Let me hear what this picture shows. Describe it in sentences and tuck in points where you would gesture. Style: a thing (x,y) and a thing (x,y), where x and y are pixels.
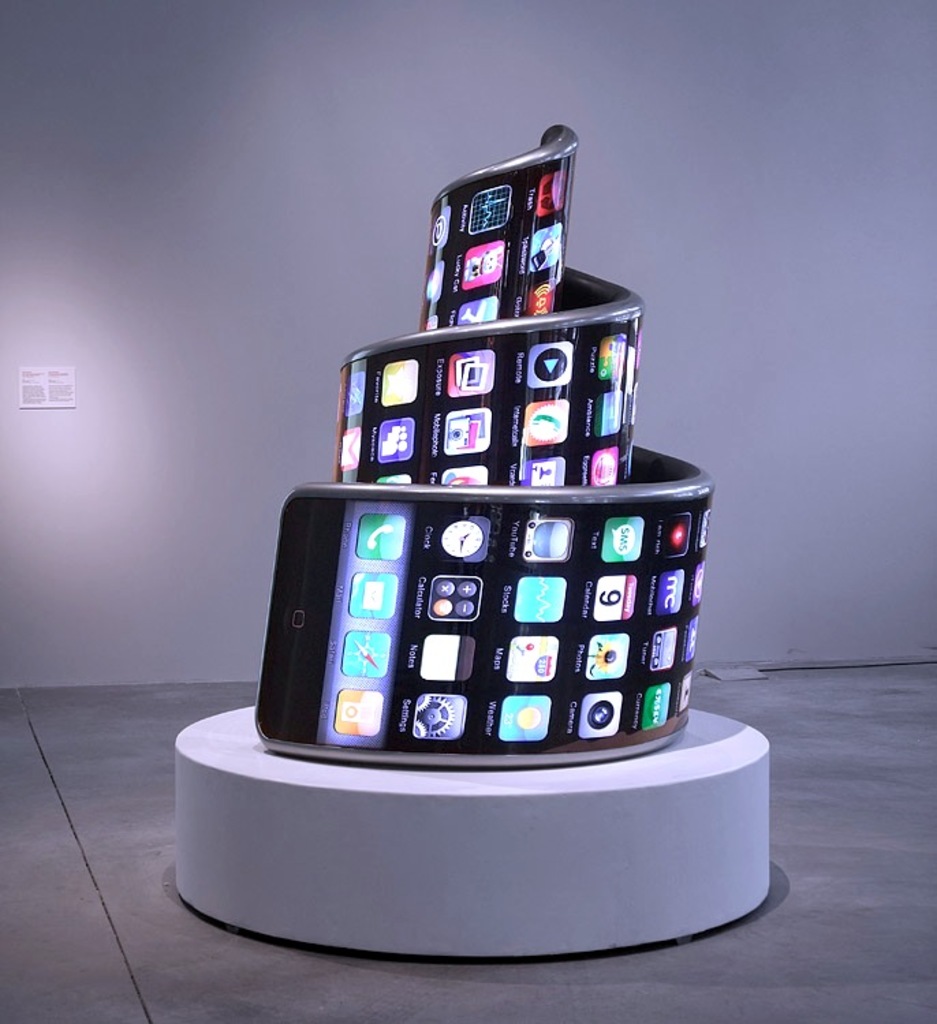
Here we can see a mobile (526,509) is twisted into a spring like structure (453,430) on a platform (401,815) on the floor (75,945). In the background (51,388) there is a small board (47,376) on the wall (105,344).
